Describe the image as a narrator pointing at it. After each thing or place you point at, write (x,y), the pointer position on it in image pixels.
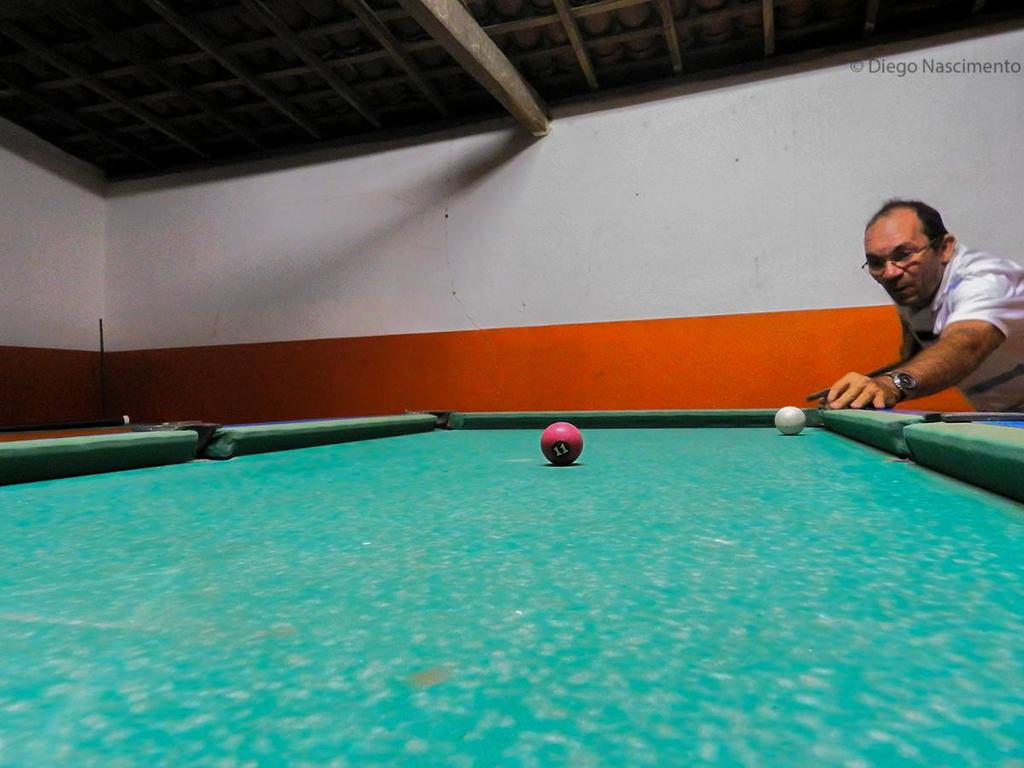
In this image there is man (991,305) who is standing and playing snookers on a board (537,519). There are two balls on the board (638,447). A man (886,383) is holding a stick (888,369) to hit the snooker balls (790,427). At the background (574,361) there is a wall (506,226) and at the top (468,44) there is a ceiling (321,25).
